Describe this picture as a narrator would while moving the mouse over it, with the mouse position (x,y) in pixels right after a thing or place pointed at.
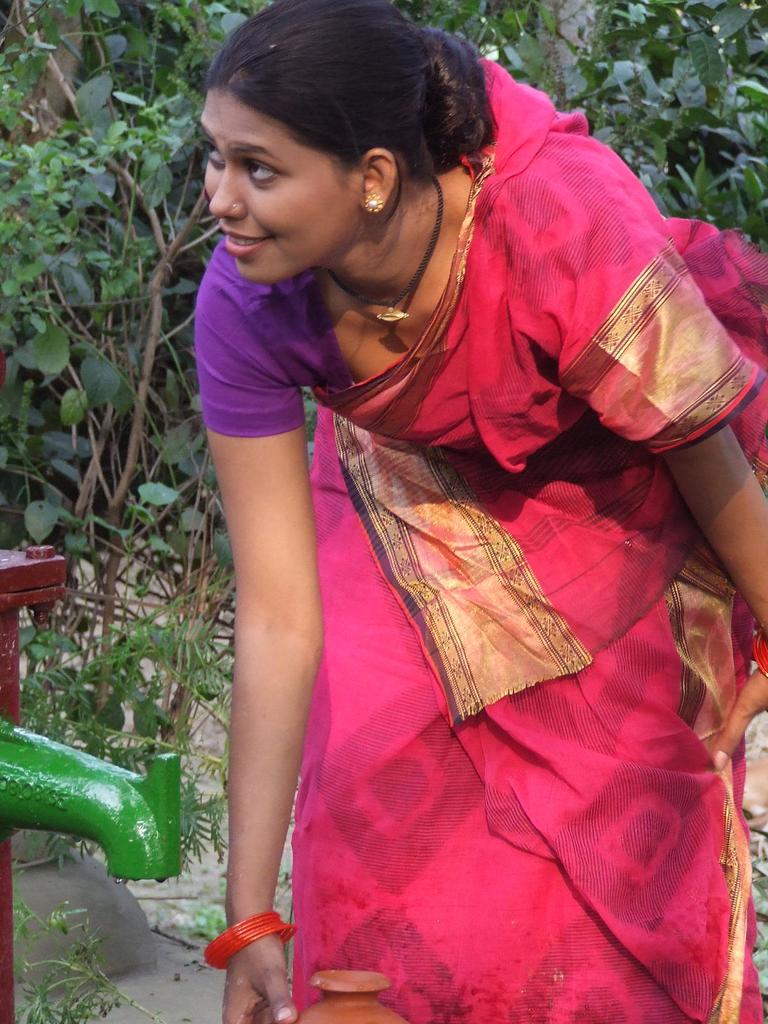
This is the picture of a place (211,889) where we have a lady (368,550) who is bending and to the side there is a tap (162,852) and behind there are some trees (141,762).
